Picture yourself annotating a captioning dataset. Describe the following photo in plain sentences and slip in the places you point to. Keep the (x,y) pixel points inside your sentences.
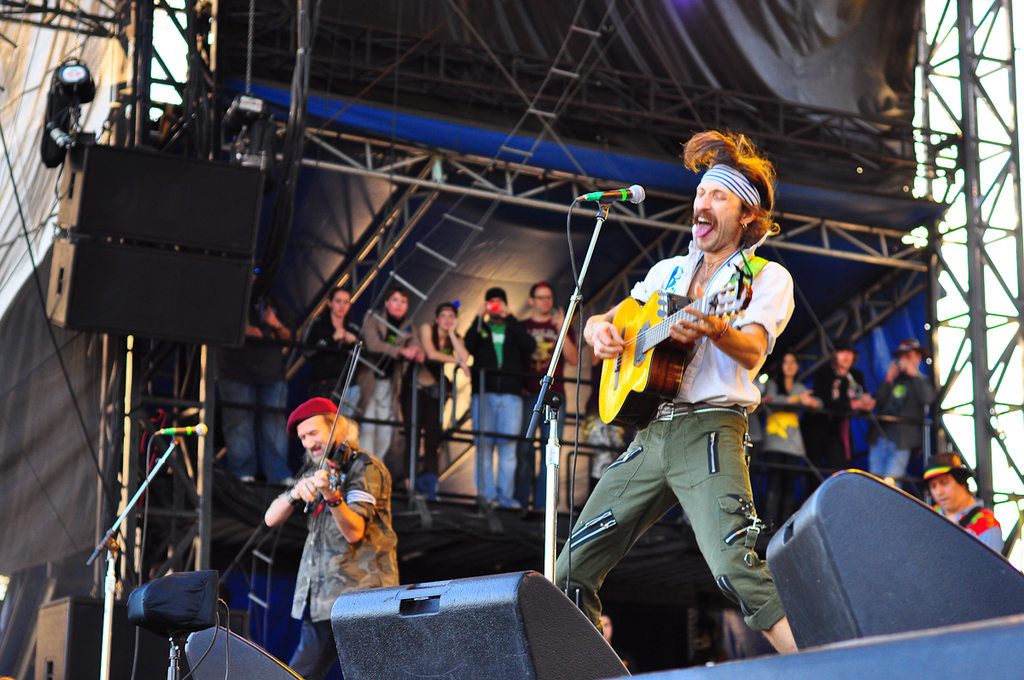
In this image I can see two people (310,519) are standing on the stage (864,652) and playing musical instruments (647,340). On the stage (982,630) there are mics (547,390) and sound boxes (164,241). In the back ground (762,396) there are group of people (876,463) standing and seeing them. And these people (375,327) are under the tent (810,103).
